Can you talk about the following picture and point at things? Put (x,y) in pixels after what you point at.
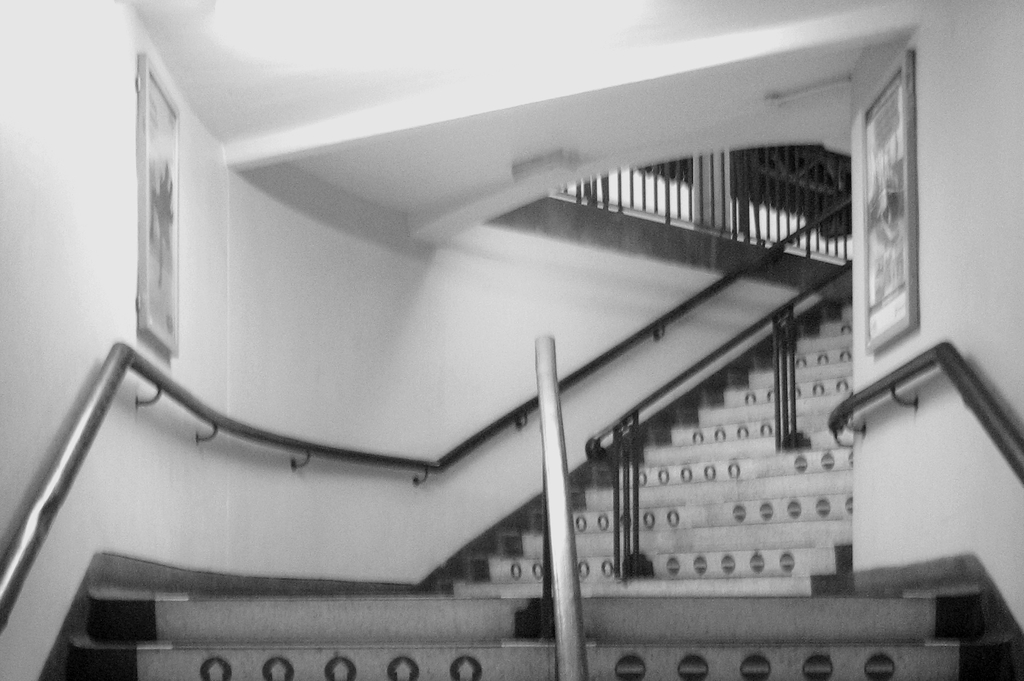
This is a black and white image, in this image in the center (600,431) there is a staircase (753,424). At the top (756,201) there is railing (785,201), on the right side (906,172) and left side (163,198) there are photo frames (140,204) on the wall (962,168) and in the foreground (544,377) there is one pole (559,419).
